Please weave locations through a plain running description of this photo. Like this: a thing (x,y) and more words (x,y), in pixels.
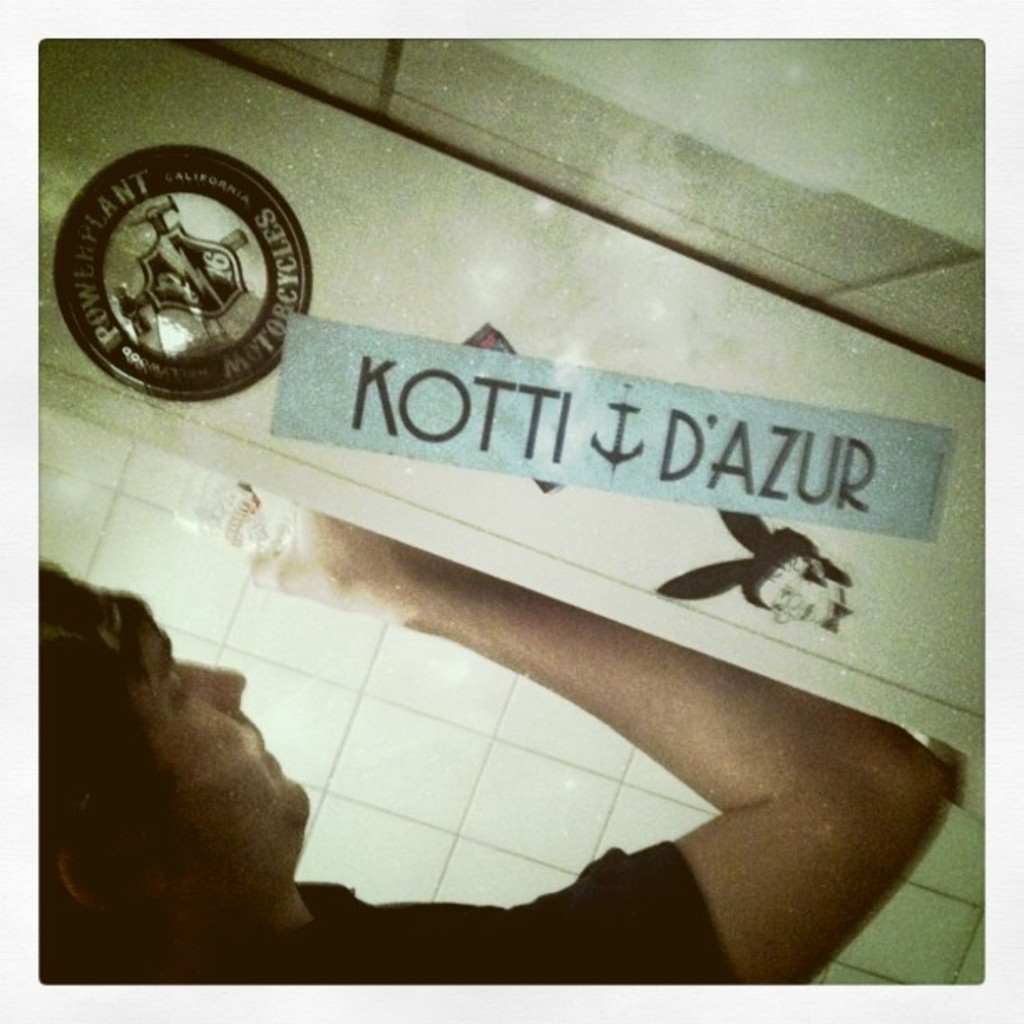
In this image I can see a person (561,898) wearing black colored dress (516,906) is holding an object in his hand (297,563) and I can see a blue colored board (460,448), a black colored badge (200,219) and few other objects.
